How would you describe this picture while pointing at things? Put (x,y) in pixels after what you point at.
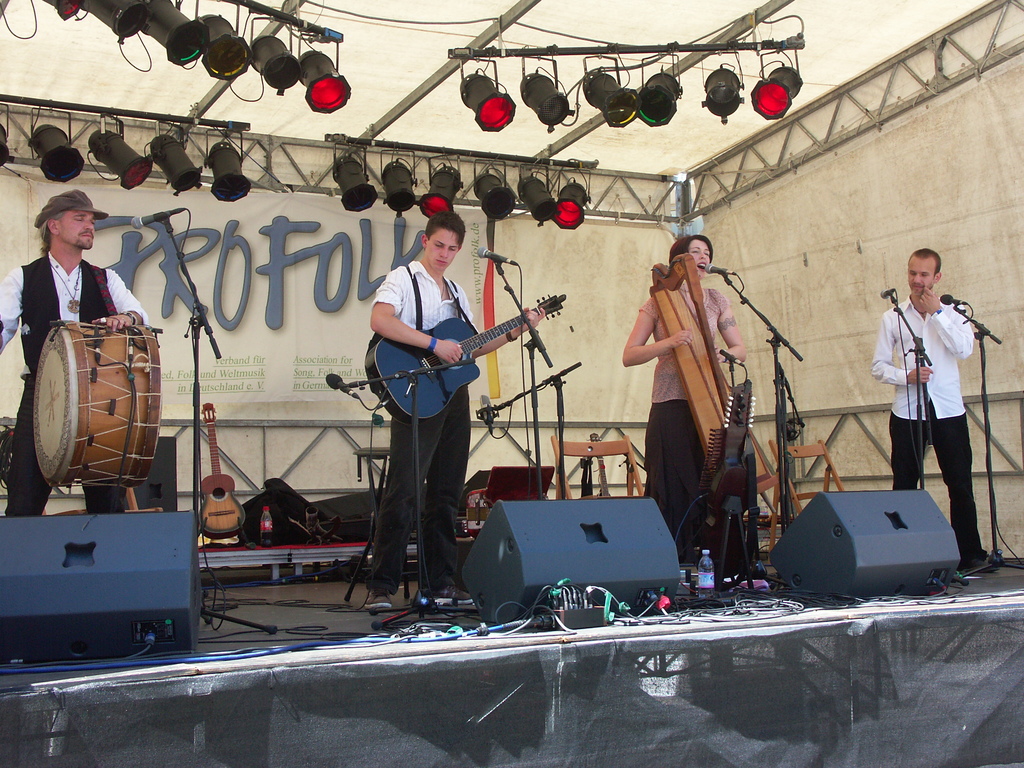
there are four persons (456,356) standing in front of a microphone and playing musical instrument (449,386).
